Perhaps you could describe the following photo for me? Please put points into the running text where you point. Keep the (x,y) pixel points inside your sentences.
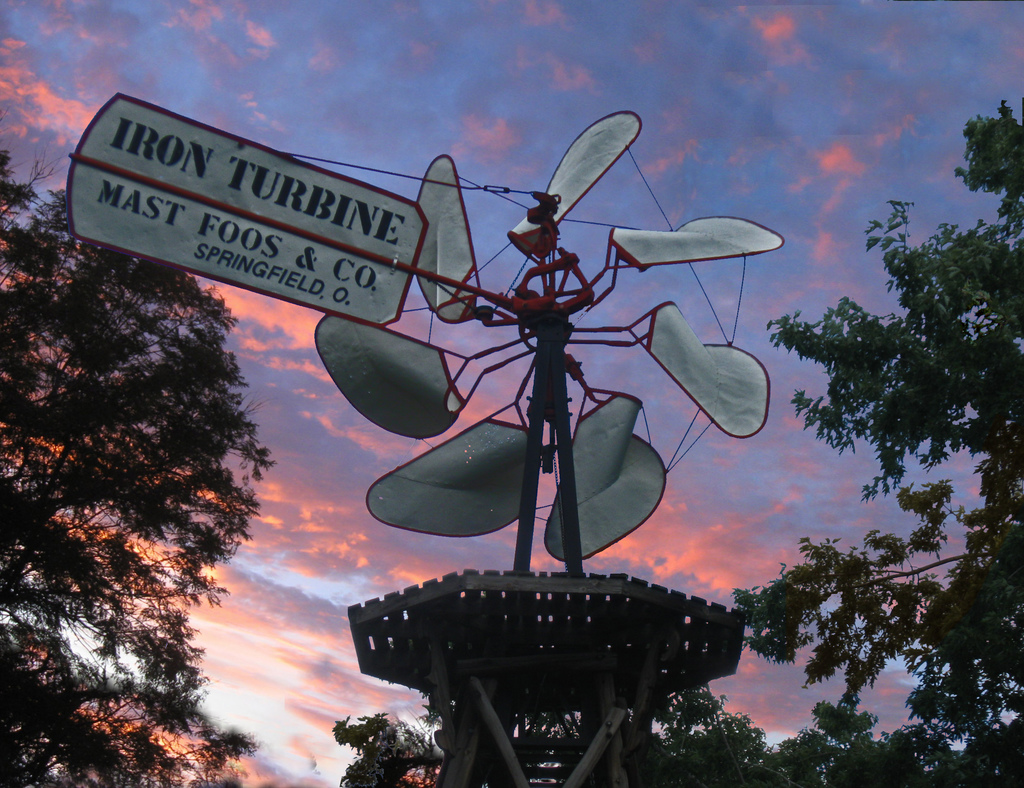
In this image we can see a stand (550,684) with boards (350,255). On the board (274,216) something is written. On the sides there are trees (768,588). In the background (442,116) there is sky (301,453) with clouds (352,448).
